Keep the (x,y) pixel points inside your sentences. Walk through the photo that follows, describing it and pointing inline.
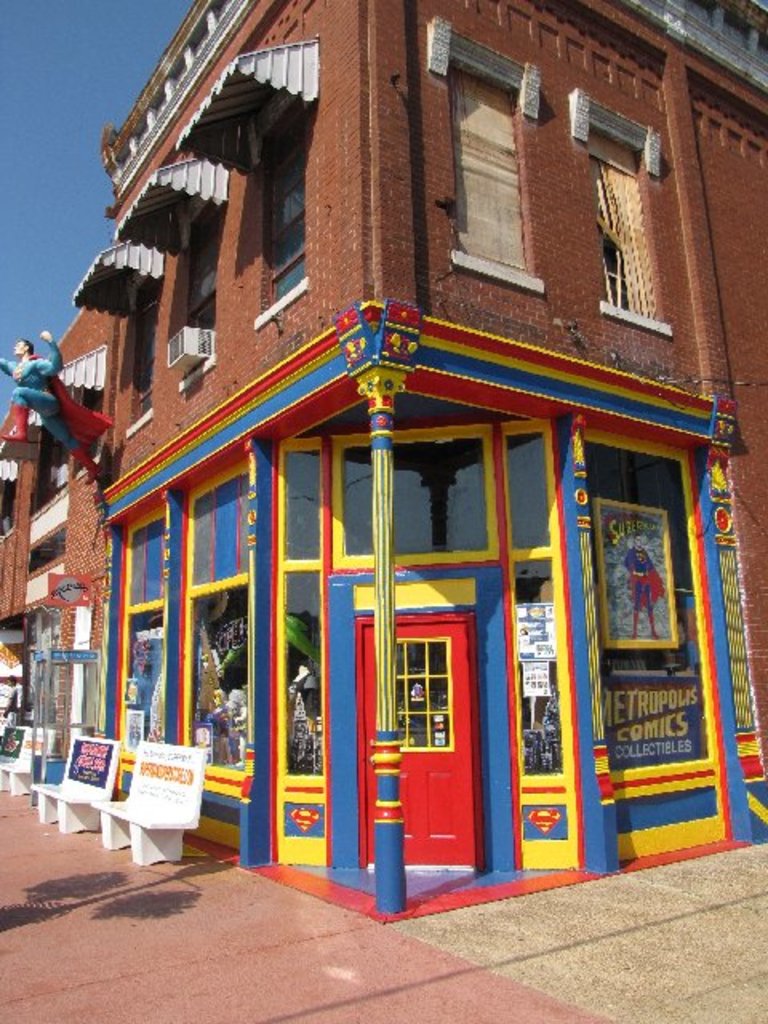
In this image in the center (312,492) there is building (226,530), and in front of the building (147,430) there is a statue (43,407) on the left side (58,417), and there are benches (130,808) which are empty. On right side (666,729) on the wall (625,683) of the building (644,688) there is some text (644,691) written on it and there is a door (423,755) which is red in colour.
